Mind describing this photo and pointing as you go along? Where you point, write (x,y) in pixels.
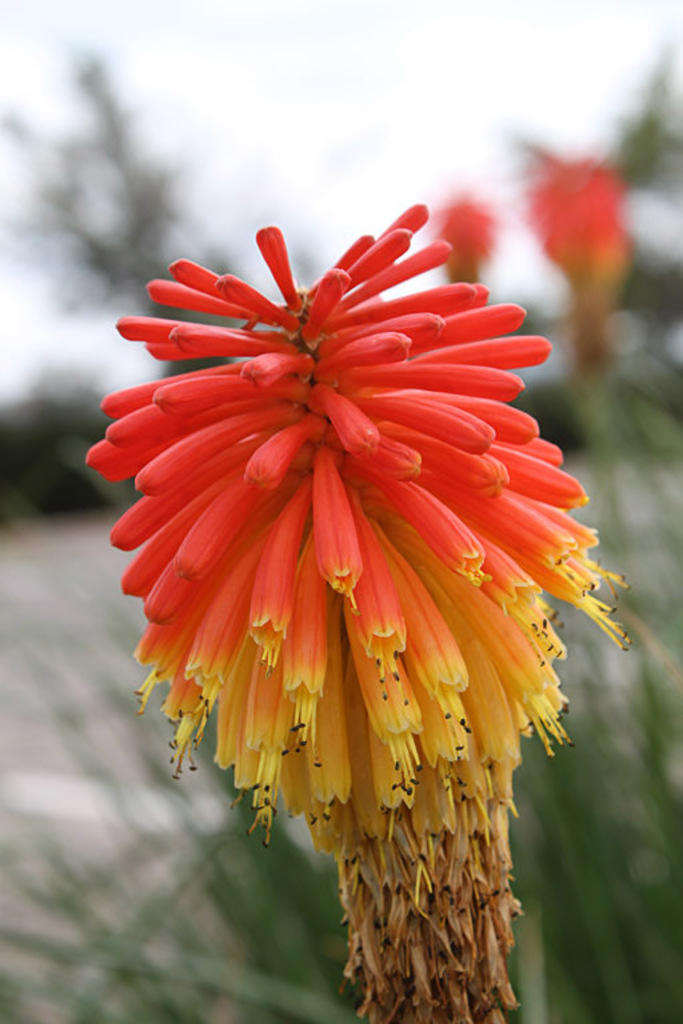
In this image I can see the flower (510,707) to the plants (572,858). These flowers (462,850) are in red, yellow and brown color. And there is a blurred background (375,131).
